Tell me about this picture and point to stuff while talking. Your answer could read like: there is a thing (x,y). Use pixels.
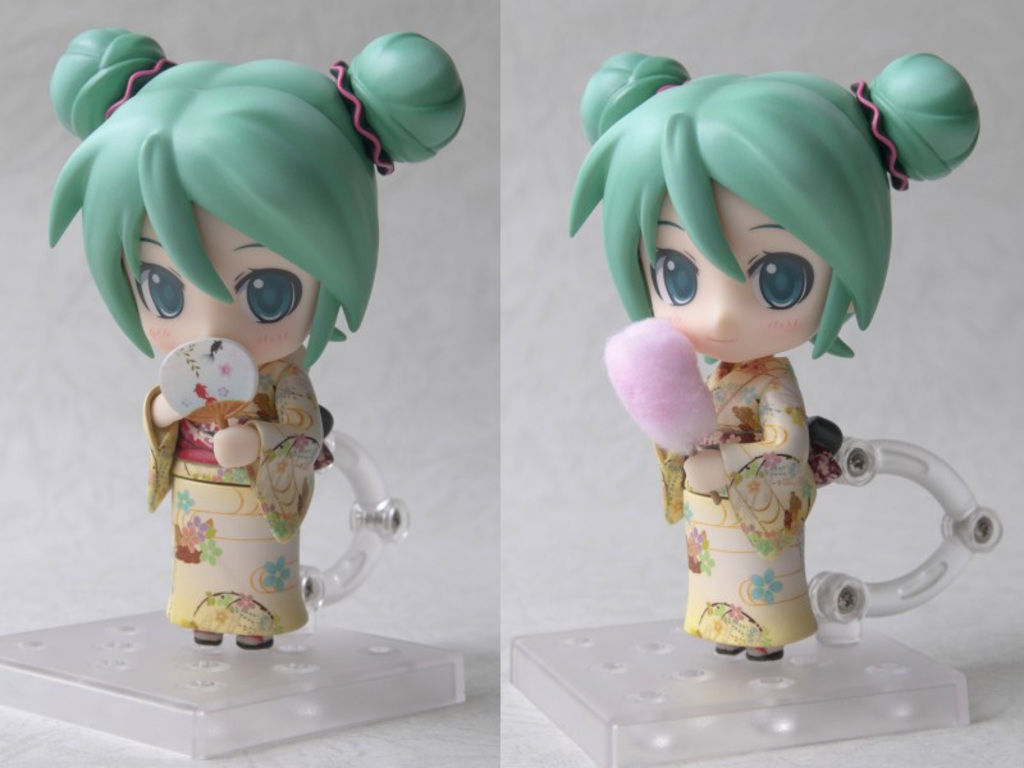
In this image we can see a collage of pictures in which we can see some dolls (748,345) placed on the surface (735,713).
